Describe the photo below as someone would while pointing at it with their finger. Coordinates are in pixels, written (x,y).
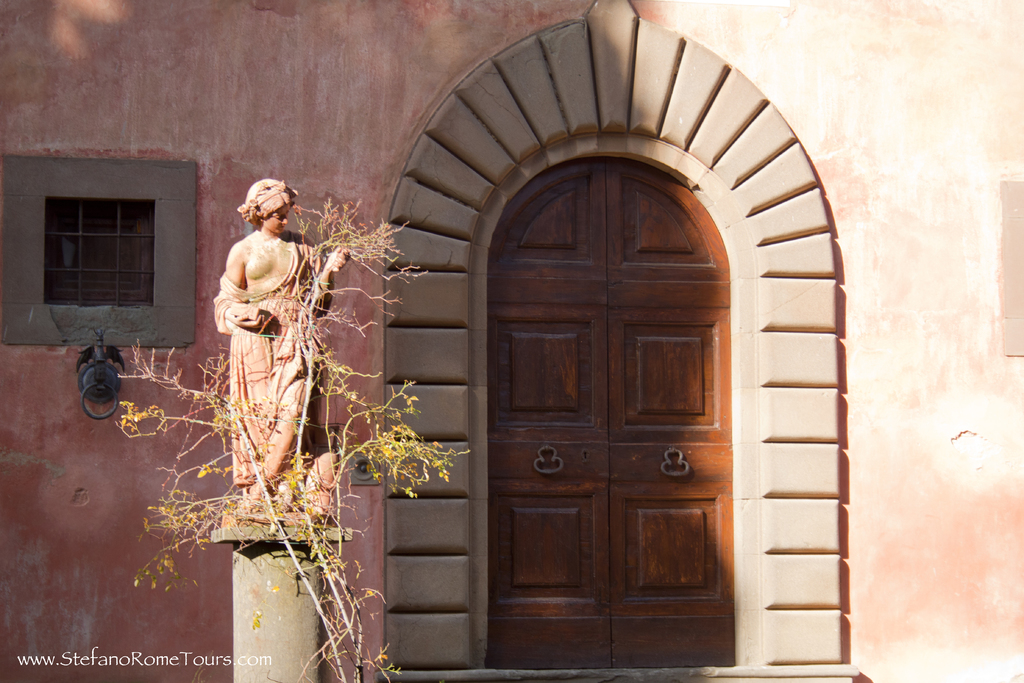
On the left side (319,353), there is a statue (290,341) on a platform (258,642) and there is a plant (339,538). On the bottom left (50,661), there is a watermark (63,654). In the background (456,70), there is a building (976,151), which is having a window (73,205) and two wooden doors (693,247).
